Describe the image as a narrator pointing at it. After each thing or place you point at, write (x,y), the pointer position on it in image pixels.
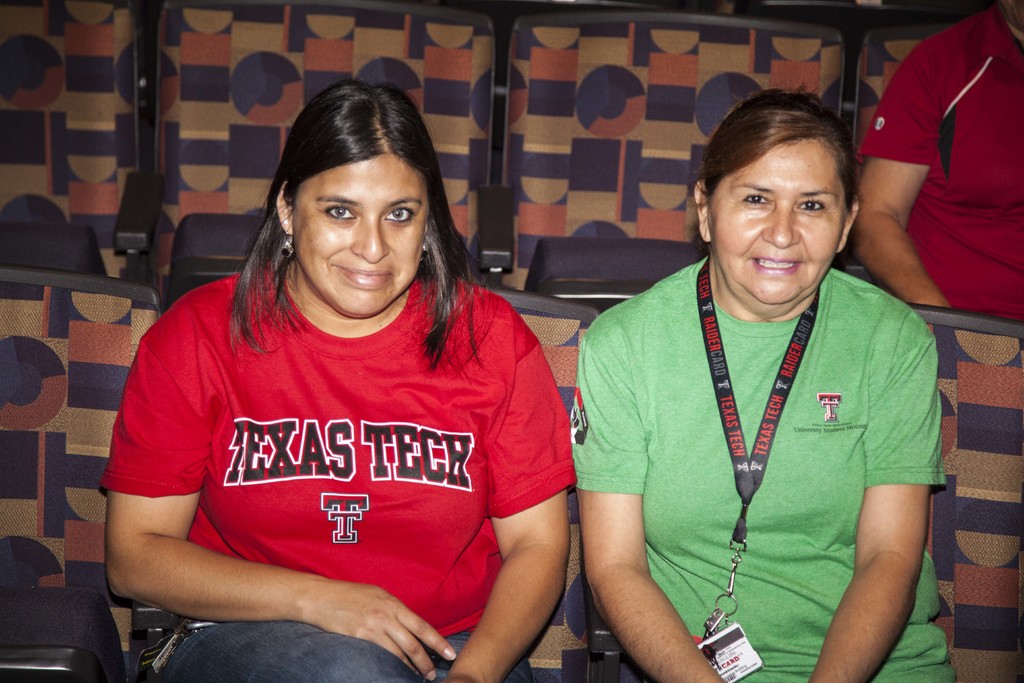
In this image I can see three people (488,439) are sitting on the chairs (575,579). I can see these people (546,517) are wearing the red and green color dresses (653,404). I can see one person (695,448) with the identification card (723,642).
